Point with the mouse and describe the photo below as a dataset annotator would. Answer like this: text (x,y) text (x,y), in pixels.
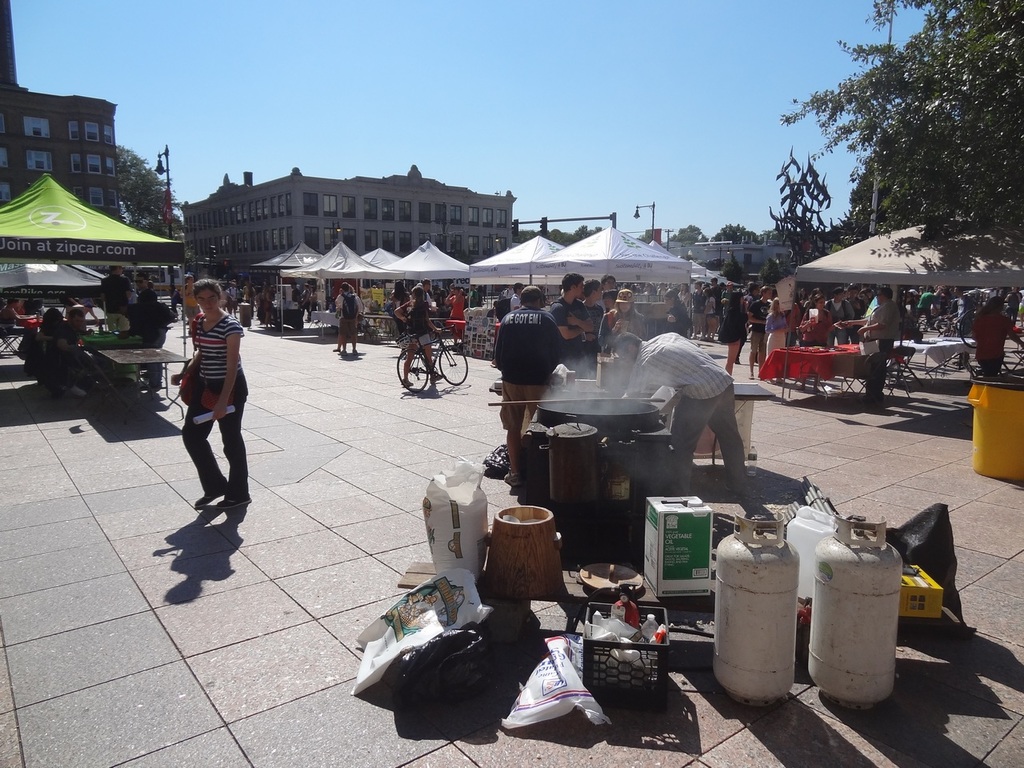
In the foreground of the image (507,526) there are objects (632,494). There are stalls (93,229). In the background of the image (230,223) there are buildings (466,226), trees (853,132), sky (552,105). There are people (344,330). At the bottom of the image (196,680) there is floor (115,684).
